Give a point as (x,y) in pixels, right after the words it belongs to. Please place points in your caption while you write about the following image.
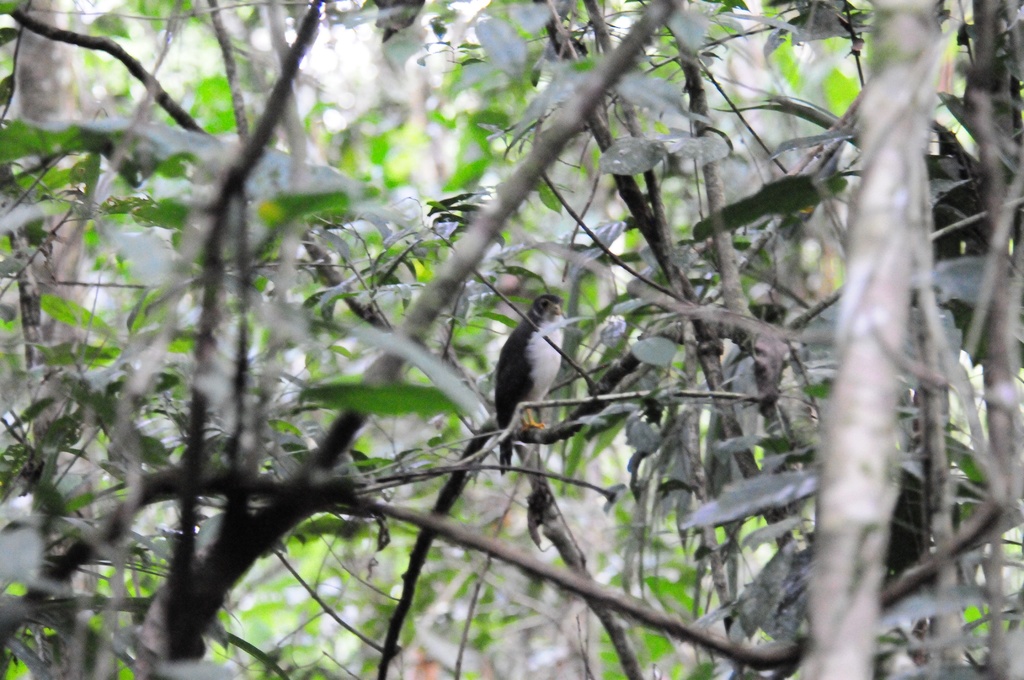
In the picture I can see trees (371,506). The background of the image (398,189) is blurred.
